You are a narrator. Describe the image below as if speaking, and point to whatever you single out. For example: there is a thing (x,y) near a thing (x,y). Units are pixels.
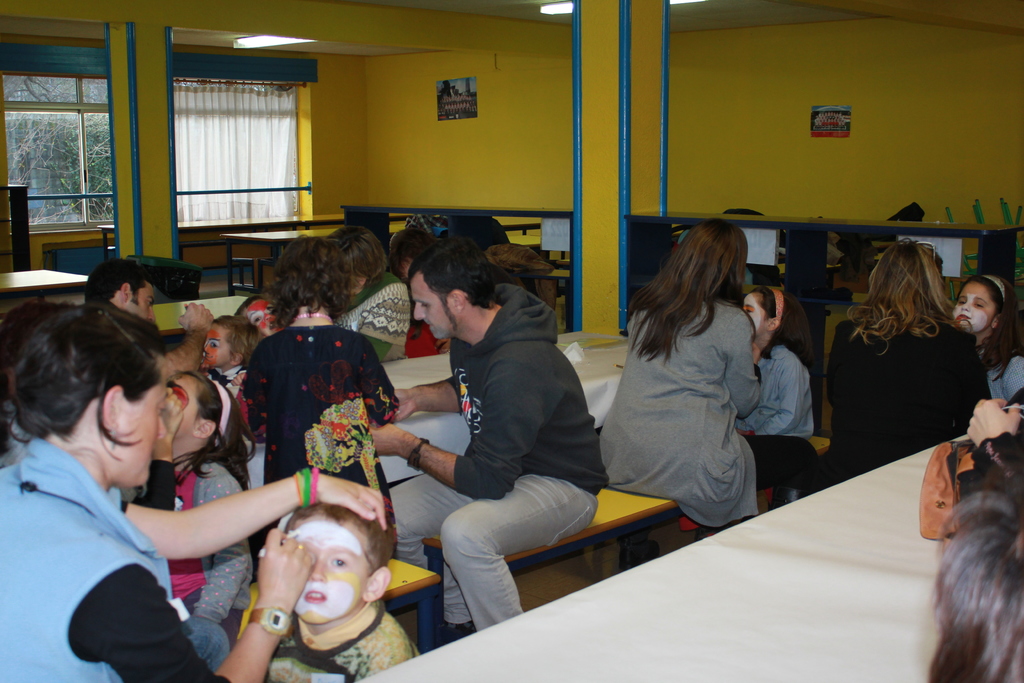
In this picture there are some small kids (372,564) sitting in the classroom (391,612) and decorating their faces (307,520) with paints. Behind there is a yellow color wall (364,175) with glass window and white curtain (179,134).
